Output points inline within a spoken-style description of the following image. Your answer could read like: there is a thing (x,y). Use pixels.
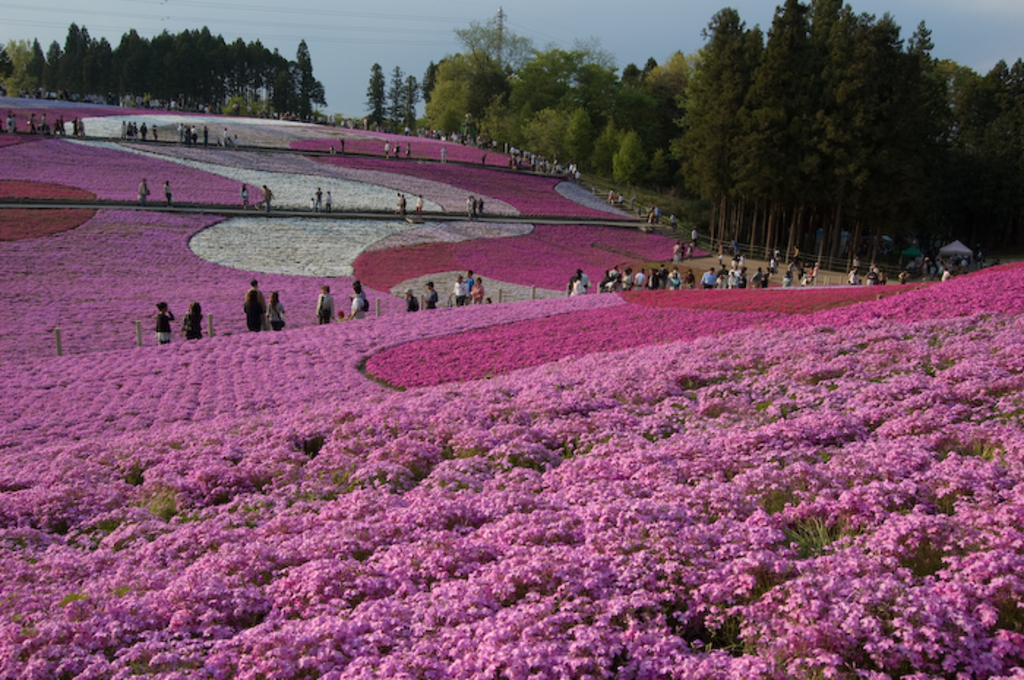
In this image we can see flower bed (375,305) and there are people (164,320). In the background (182,75) there are trees (452,124) and sky (514,29).
